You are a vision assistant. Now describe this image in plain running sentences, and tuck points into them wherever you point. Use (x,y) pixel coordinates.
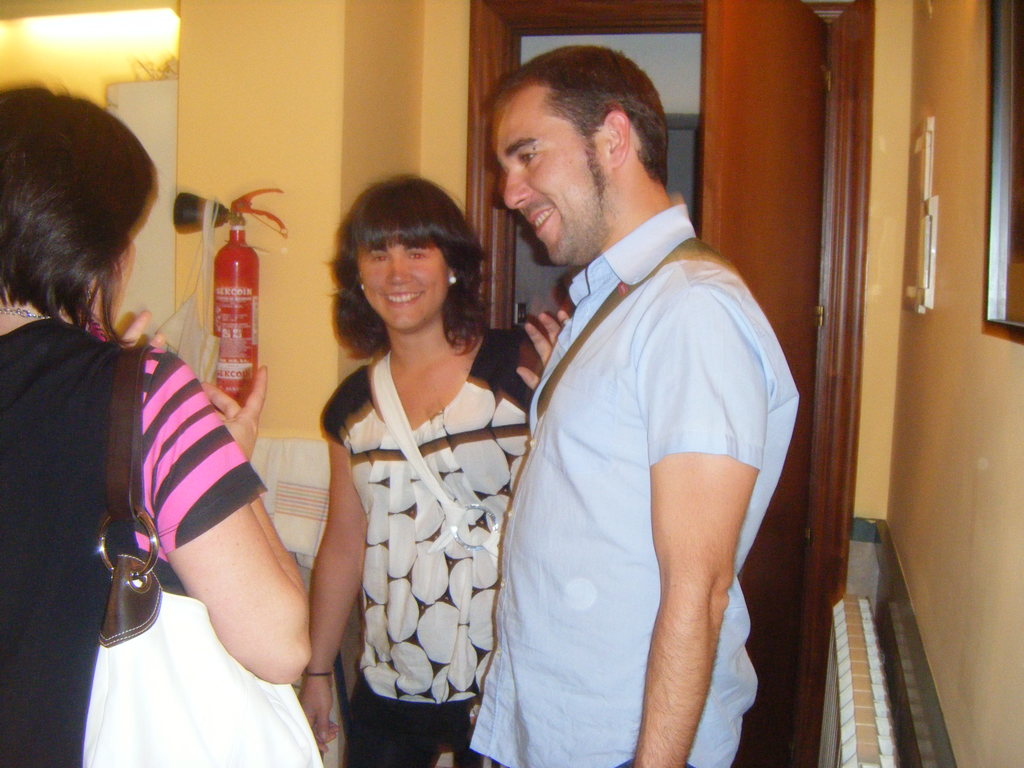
In this picture I can observe three members (403,431). Two of them are women (253,585) and one of them is a man (632,344). I can observe fire extinguisher (217,271) on the wall (249,225). In the background (769,199) I can observe a door (726,151).
